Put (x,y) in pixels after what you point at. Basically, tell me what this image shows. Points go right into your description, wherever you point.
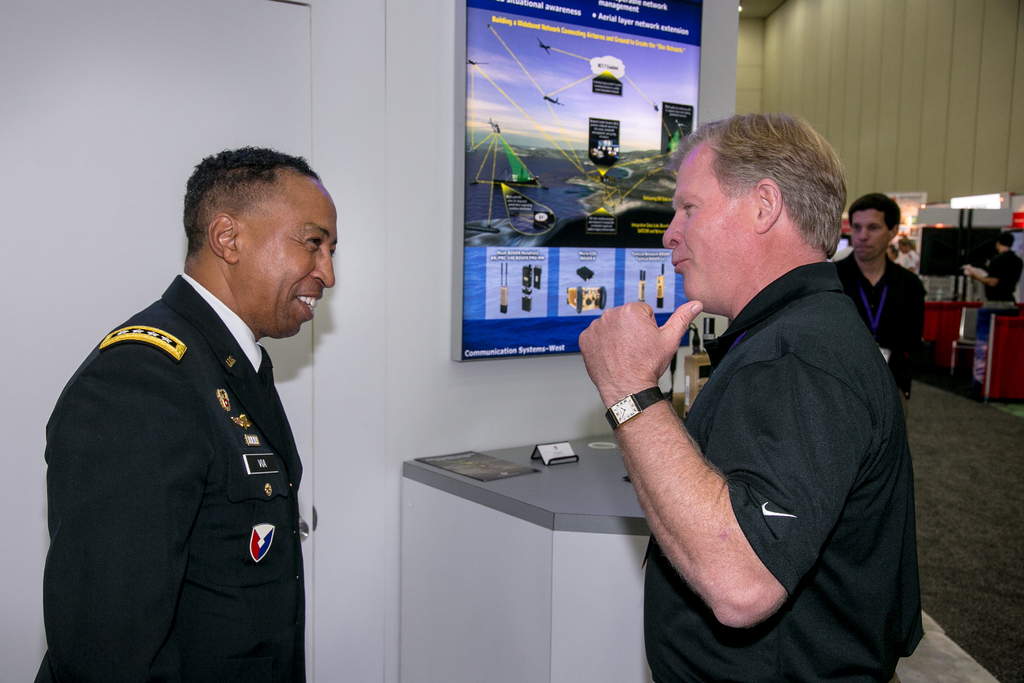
In this picture I can see the two persons (111,496) in the middle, in the background (461,226) it looks like a banner (602,250). On the right side (896,265) I can see few persons (903,281).
